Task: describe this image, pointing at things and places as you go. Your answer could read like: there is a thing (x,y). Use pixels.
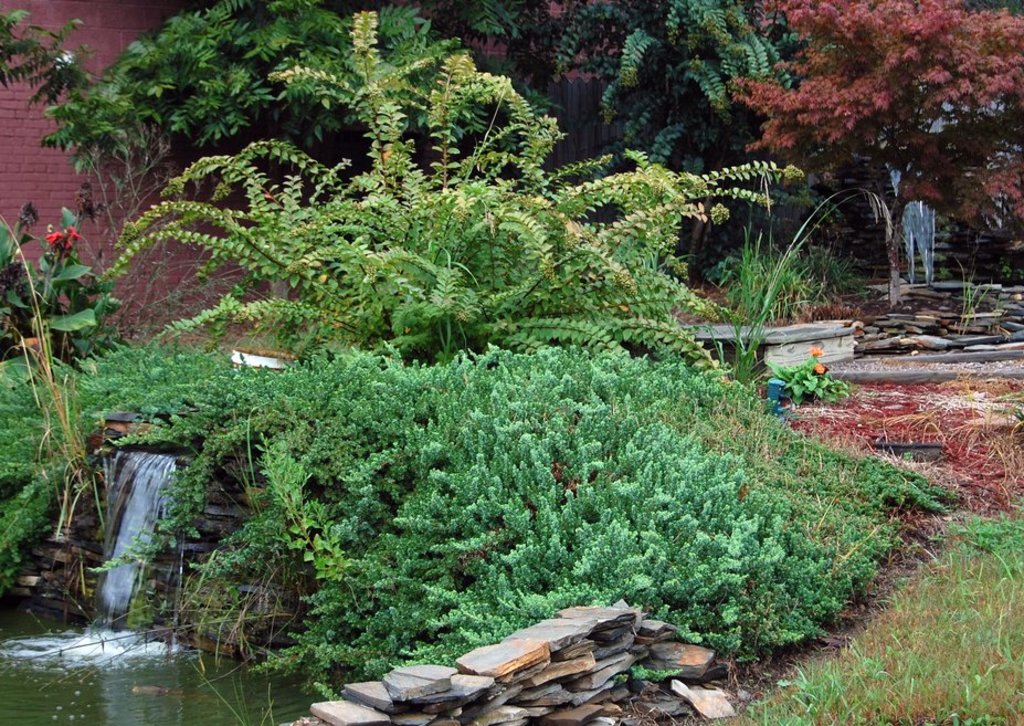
In this image we can see the plants (379,264), trees (915,15), grass (945,683), stones (489,663) and also the water (155,659). We can also see the brick wall (47,192).
